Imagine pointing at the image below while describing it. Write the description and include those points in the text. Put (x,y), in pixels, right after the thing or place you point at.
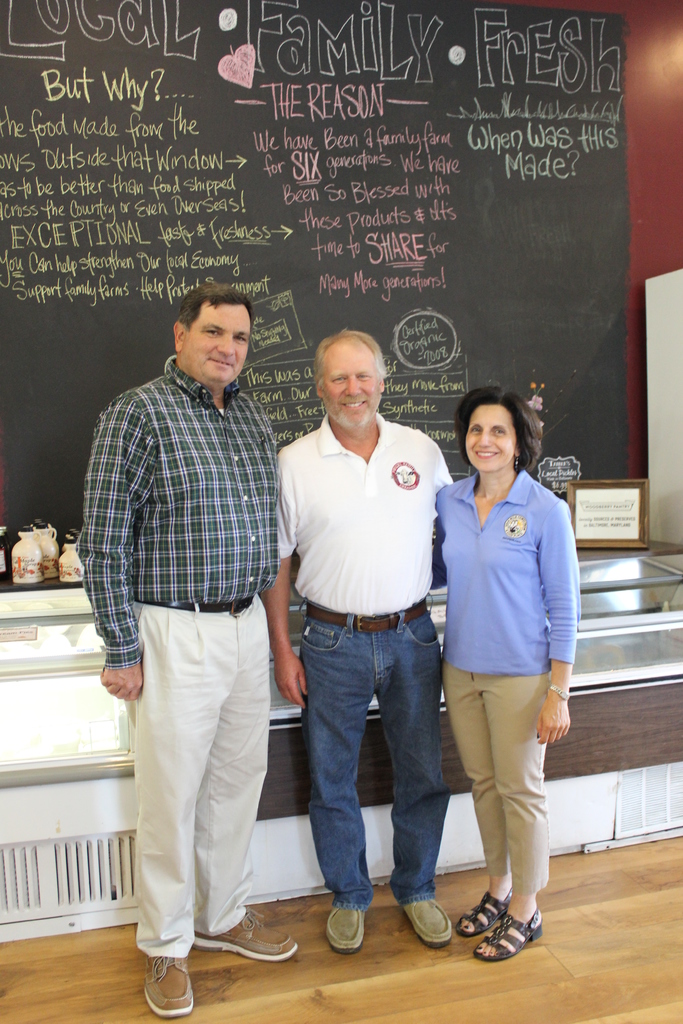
In this image we can see three persons (242,680) are standing on the floor (592,871) and they are smiling. In the background (63,583) we can see jars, frame (639,546), table (661,795), board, and wall (634,129). On the board (468,386) we can see something is written on it.
